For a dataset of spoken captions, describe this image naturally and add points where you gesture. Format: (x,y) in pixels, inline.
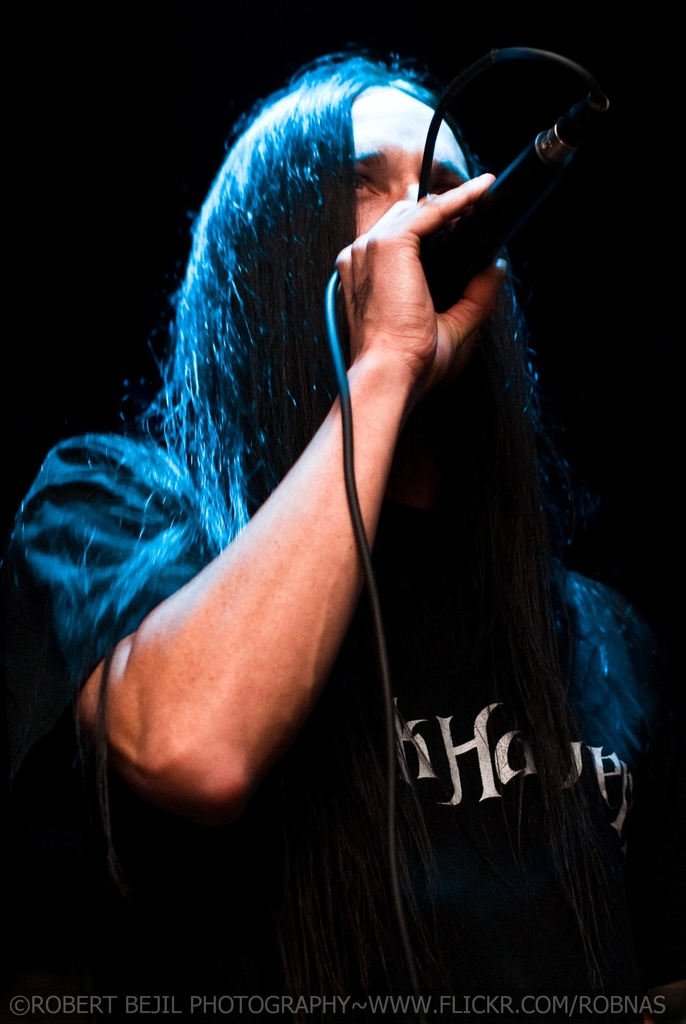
In the foreground of this image (399,756), there is a man (368,885) in black T shirt (506,842) holding a mic (549,148) in his hand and there is a dark background (110,87).
